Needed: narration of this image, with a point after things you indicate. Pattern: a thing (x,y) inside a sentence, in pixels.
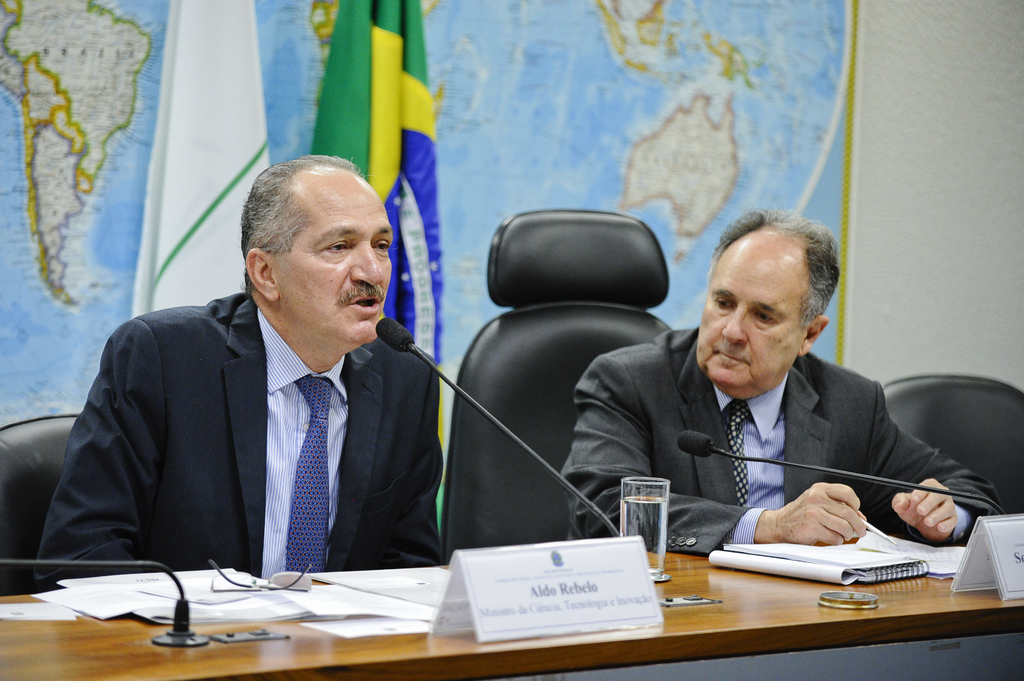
In this image we can see two people (601,410) sitting, before them there is a table (59,663) and we can see a glass (652,557), books (812,554), papers (379,611) and boards (615,607) placed on the table (791,641) and there are mics (736,458). In the background (455,128) there are flags (253,123) and a map (690,106) placed on the wall (928,215).
